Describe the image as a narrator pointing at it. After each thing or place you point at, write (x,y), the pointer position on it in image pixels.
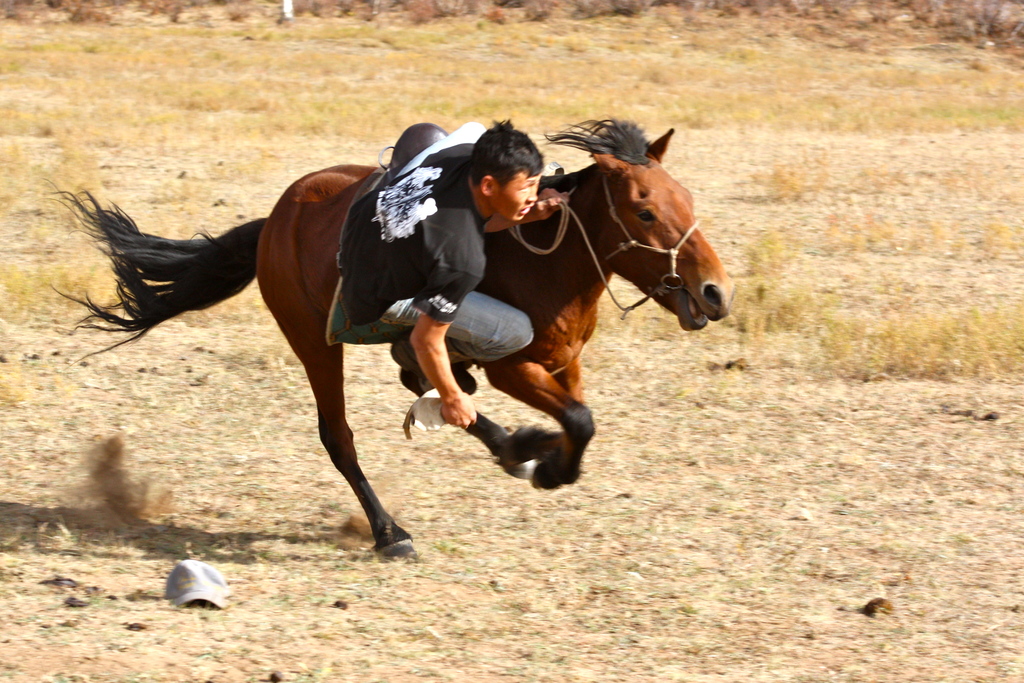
Here we can see that a horse (560,179) is running, and a person (523,183) on that, here is the ground (837,476), and here is the grass (382,25).
